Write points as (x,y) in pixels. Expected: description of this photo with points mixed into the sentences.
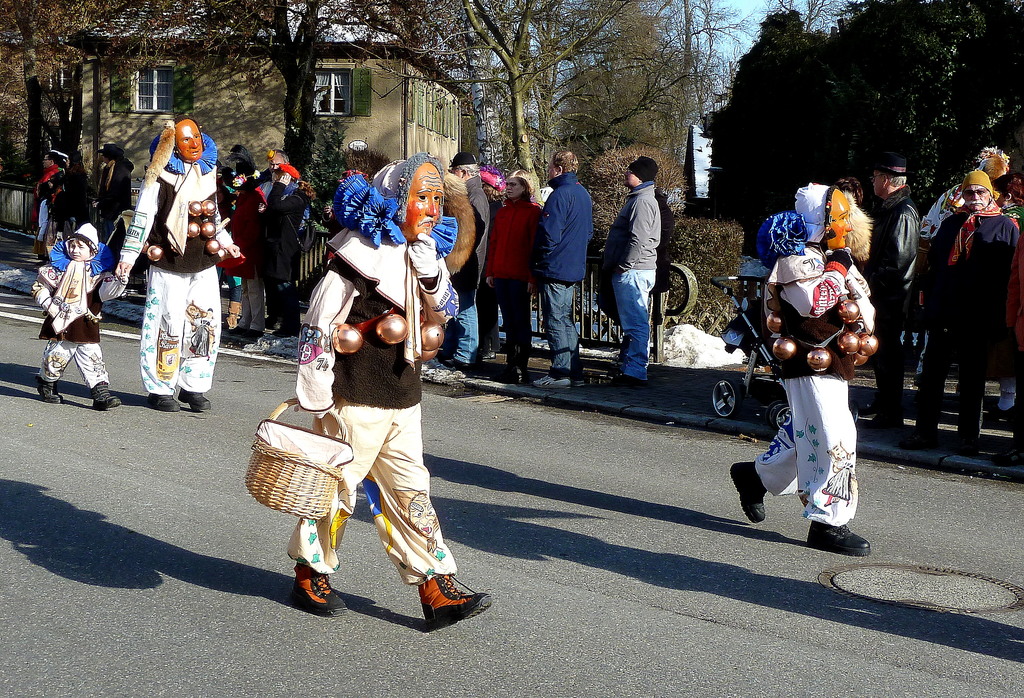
In this image we can see a group of people (437,316) wearing the costumes (413,364) standing on the road (581,591). In that a person (391,519) is holding a basket (315,485). On the backside (636,285) we can see a trolley (769,397) and a group of people (633,271) standing on the footpath (663,424). We can also see a building (259,102) with windows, a group of trees (296,126) and the sky (732,26) which looks clear.
